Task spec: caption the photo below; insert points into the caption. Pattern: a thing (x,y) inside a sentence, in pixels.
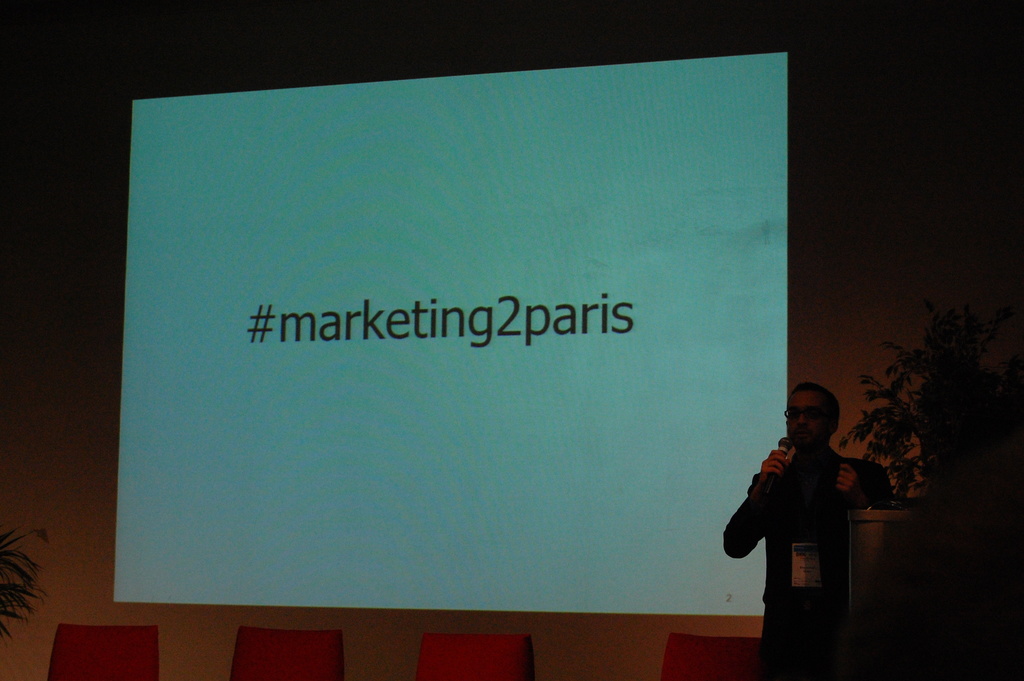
In this image we can see a person (812,447) standing and holding microphones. And we can see the podium (897,553). And we can see the flower pots (921,410). And we can see the screen (506,590). And we can see the chairs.
